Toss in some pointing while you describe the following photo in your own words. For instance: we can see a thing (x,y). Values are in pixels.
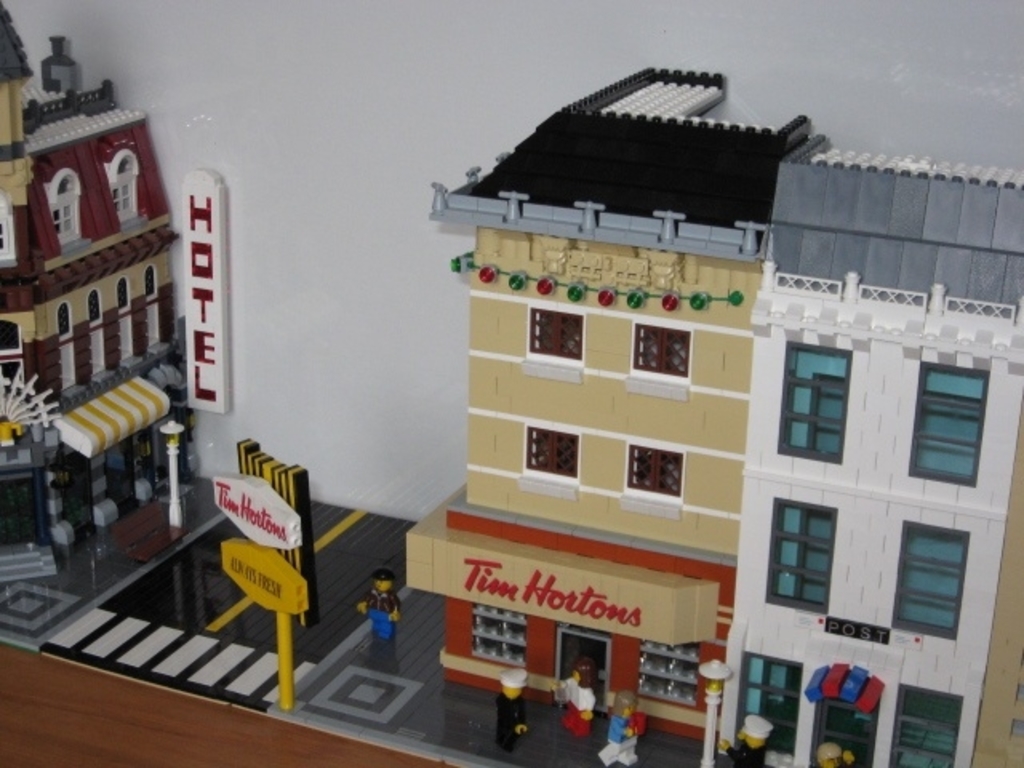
In this picture there are toy buildings (582,380) on the right (785,541) and left side of the image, there is a sign board (259,449) on the left side of the image (241,579) and there are small toys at the bottom side of the image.
